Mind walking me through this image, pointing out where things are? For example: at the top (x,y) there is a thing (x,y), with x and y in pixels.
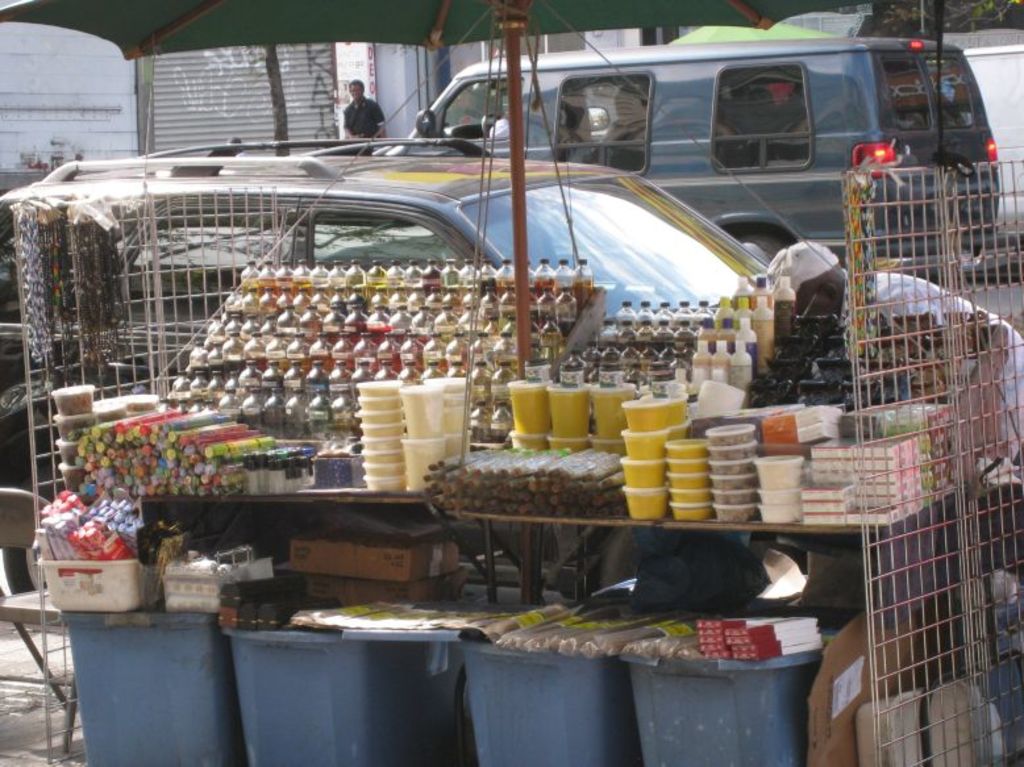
In this image there is a table (313,489). There are boxes (764,462) and bottles (451,338) on the table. Below the table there are buckets (272,695). There are packets (578,651) on the buckets (153,691). Above the table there is a table umbrella (443,38). Behind the table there are vehicles (575,162) moving. In the background (161,100) there are buildings (402,86). There is person (352,85) near the building (328,106).
